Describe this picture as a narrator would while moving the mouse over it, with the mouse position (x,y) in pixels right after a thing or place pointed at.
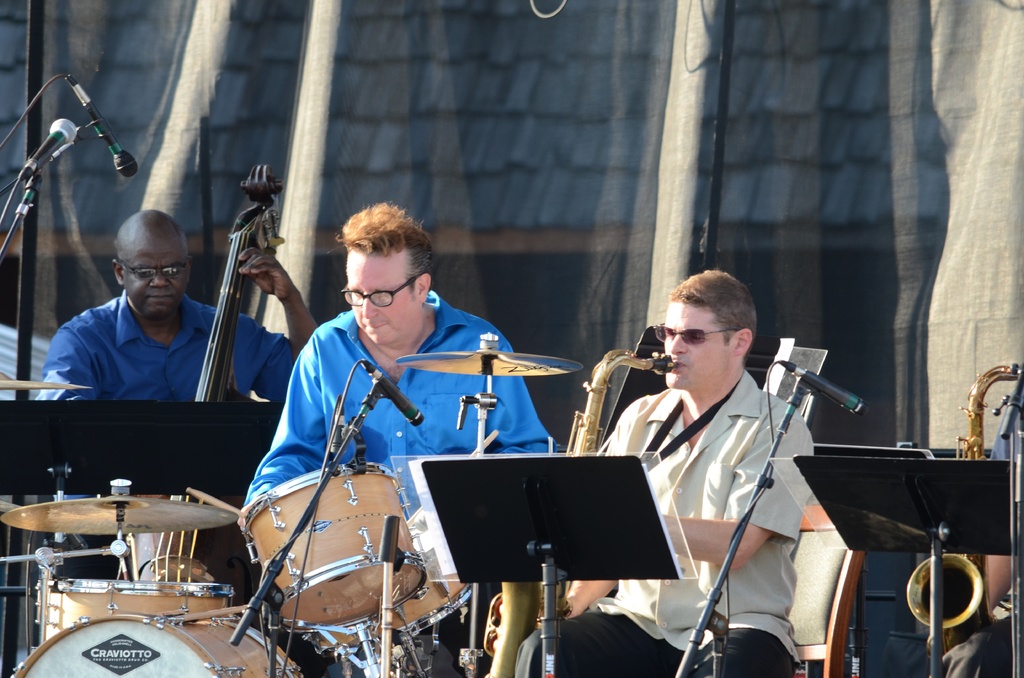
In this image a person (750,377) playing a saxophone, another person (477,325) playing drums (153,522), another person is playing a musical instruments (260,183).
